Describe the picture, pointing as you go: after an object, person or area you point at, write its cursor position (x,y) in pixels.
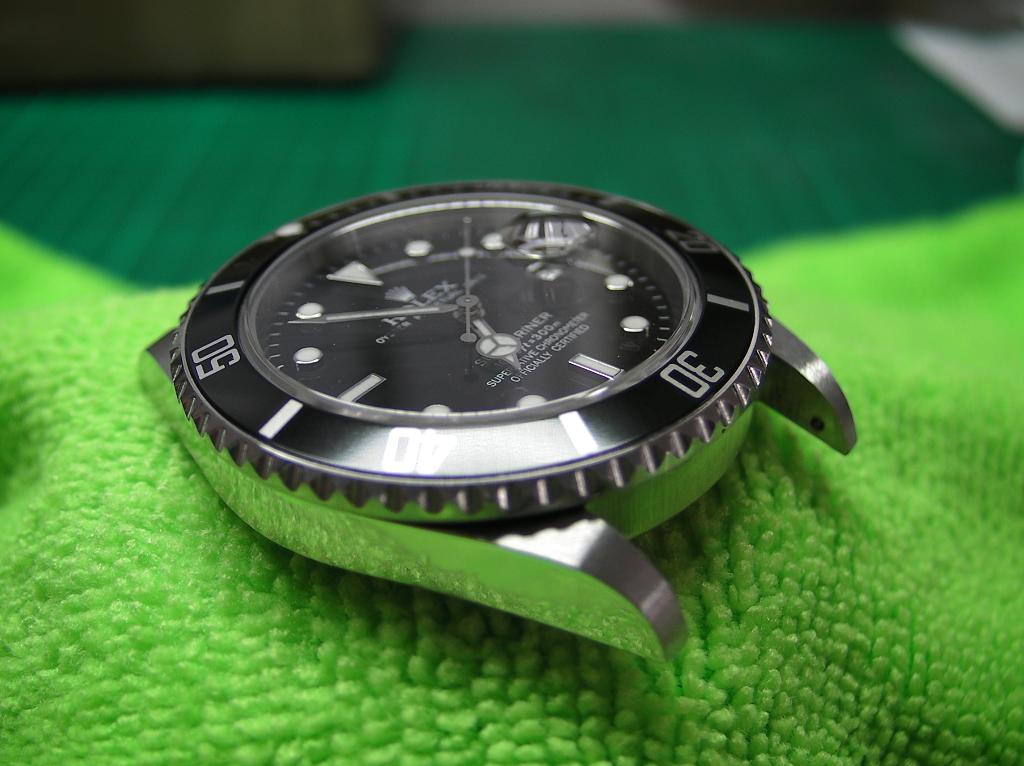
In this picture we can see a watch (504,382).
